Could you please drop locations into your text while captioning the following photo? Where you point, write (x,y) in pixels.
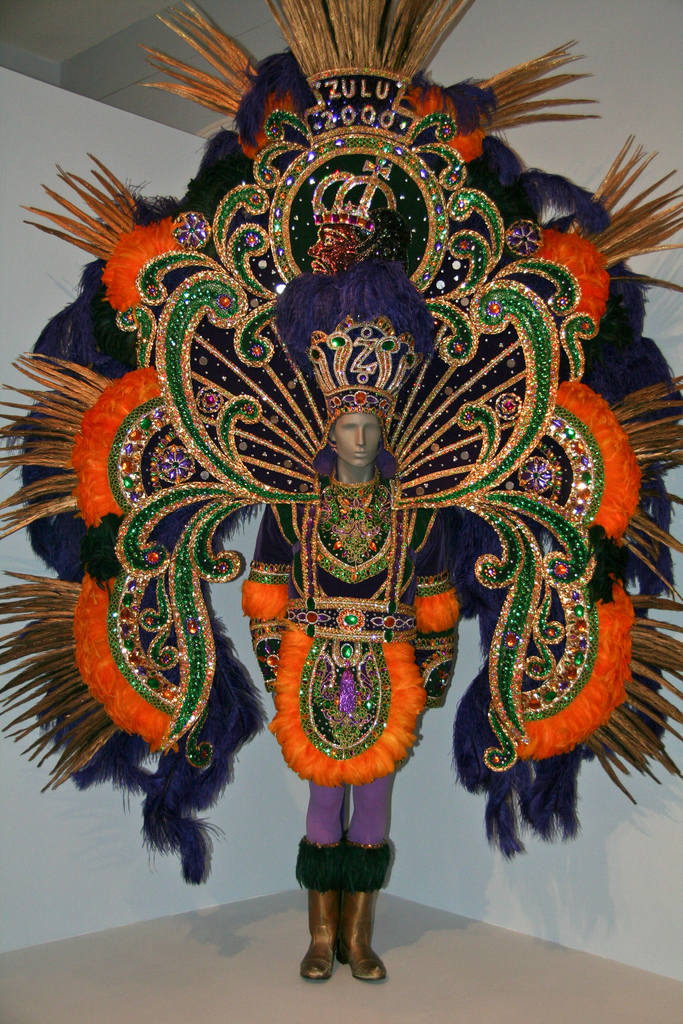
In the foreground of this image (404,488), there is a mannequin (380,438) with a carnival dress (302,433). Behind it, there is white wall (639,83).
